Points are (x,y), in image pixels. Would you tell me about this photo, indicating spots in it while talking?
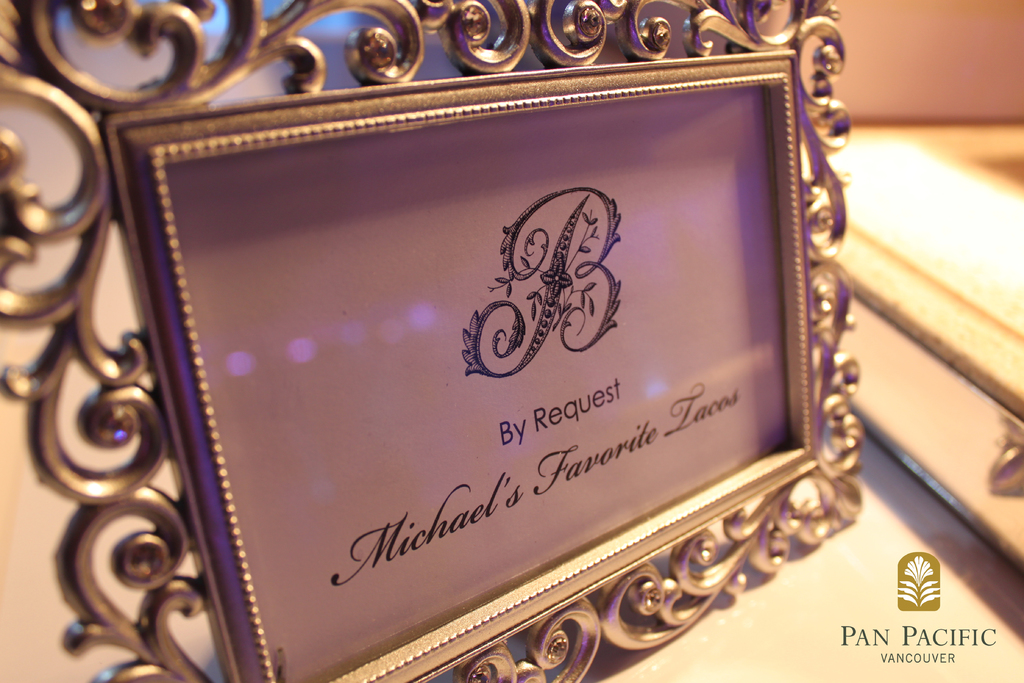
In this picture there is a photo frame (499,400) which has something written on it in the left corner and there is an object (971,263) in the right corner (978,326) and there is something written in the right bottom corner (928,645).
